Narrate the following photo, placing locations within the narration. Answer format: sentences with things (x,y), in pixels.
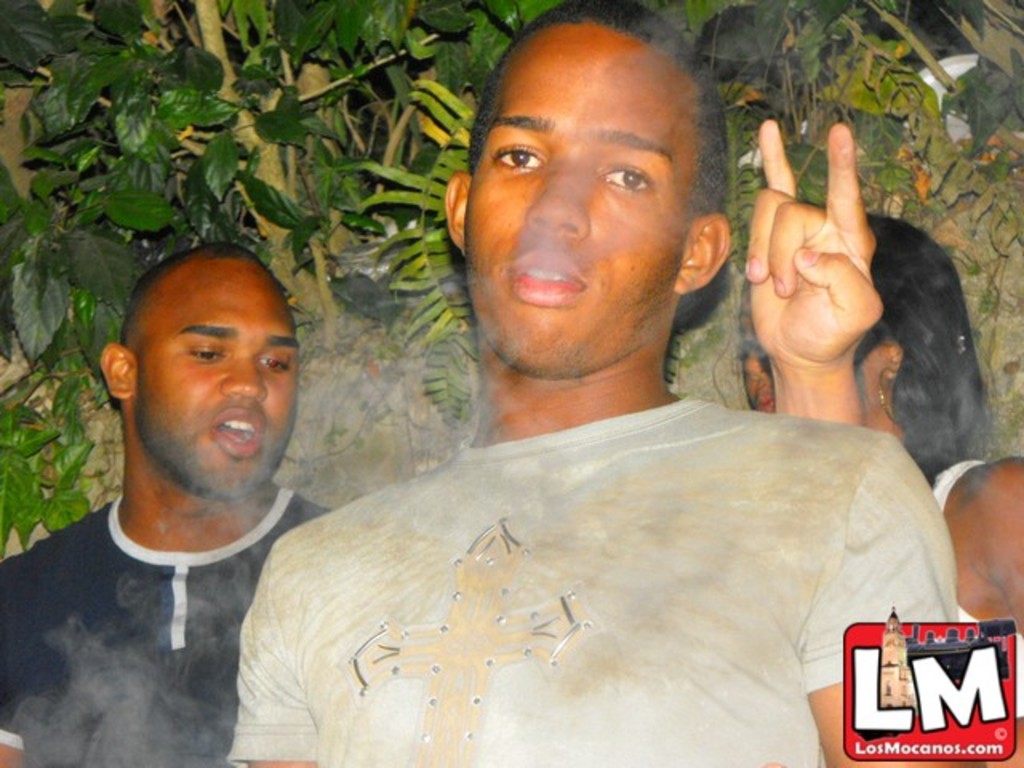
In this image I can see there is a man (655,544) standing and there is a man (192,465) and a woman (952,341) standing in the backdrop (909,288) and there are a few plants (475,4) and there is a logo (947,686) at the bottom right side of the image (965,730).
